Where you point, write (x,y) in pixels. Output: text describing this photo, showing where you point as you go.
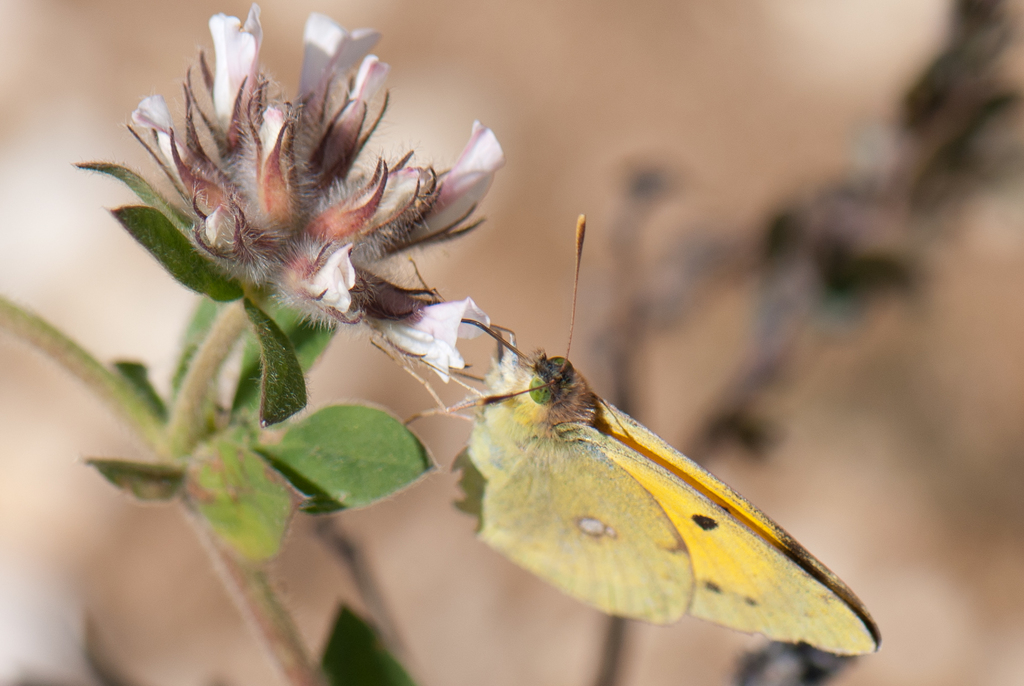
Here in this picture we can see a butterfly (645,548) present on a flower (294,278) and we can also see leaves (226,500) present.
